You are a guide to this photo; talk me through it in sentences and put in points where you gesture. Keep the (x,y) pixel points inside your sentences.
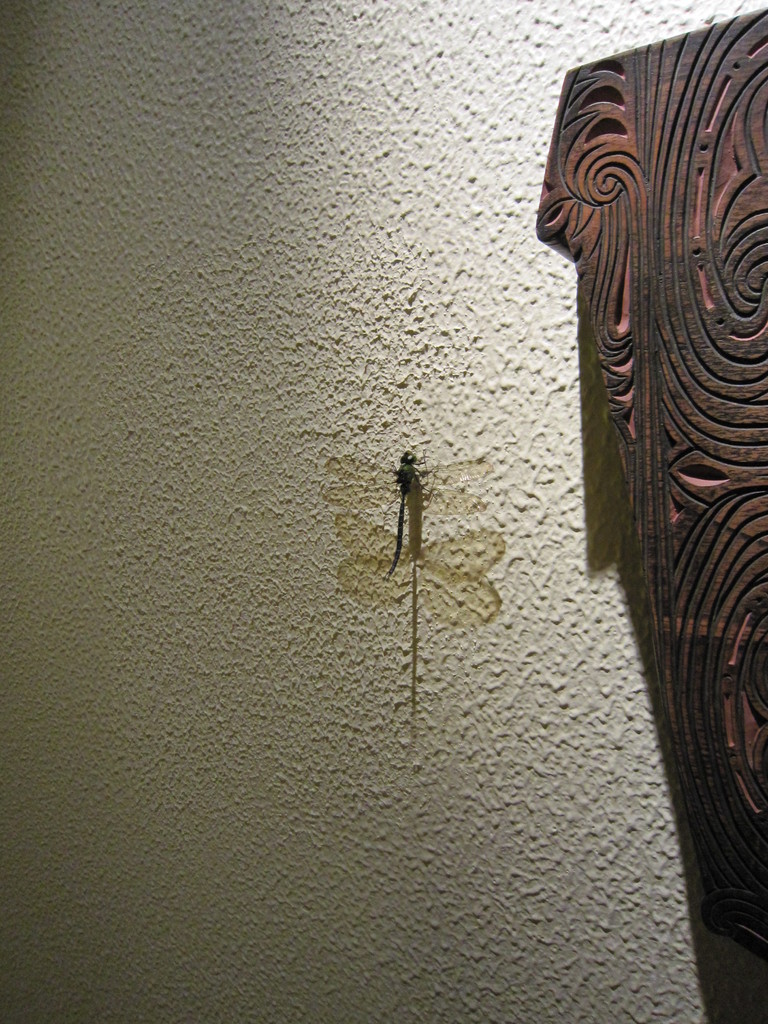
This image is taken indoors. In the middle of the image (274,504) there is a wall (350,378) and there is a dragonfly (381,484) on the wall (401,391). On the right side of the image (654,236) there is a wooden object (732,590).
